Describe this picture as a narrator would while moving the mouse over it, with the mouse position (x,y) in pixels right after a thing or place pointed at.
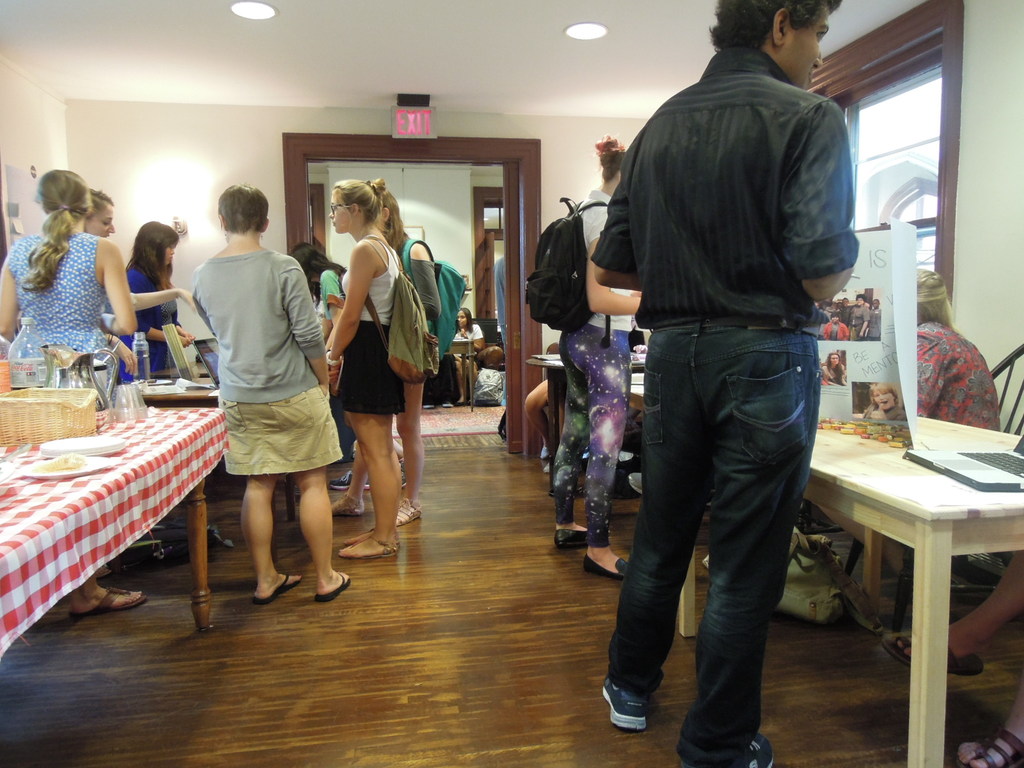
This is the picture taken in a room (552,401), there are group of people (597,466) standing on the floor (417,666). In front of the people (587,474) there is a table (857,479) on the table (861,492) there are laptop (949,463), paper (843,306) and some table (85,516) is covered with a cloth (55,525) on the table (40,504) there are plate (83,461), glass (123,405), jar (59,371), basket (62,411), bottle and food item (65,470). Behind the people (678,359) there is a door (476,302) with exit board (396,124) and a glass window (864,178) and there are ceiling lights (599,36) on the top (582,35).
